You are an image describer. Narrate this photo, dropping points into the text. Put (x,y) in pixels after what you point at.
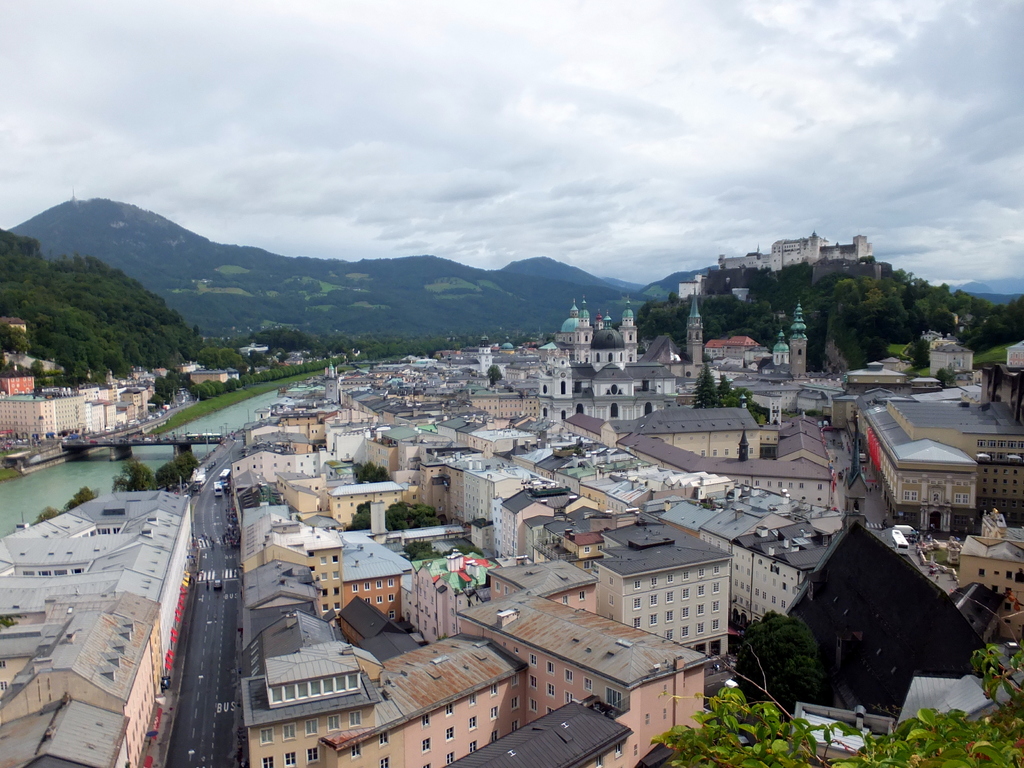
In this image, we can see so many houses (374,584), buildings (499,411), trees (941,748), water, bridge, roads (200,555) and vehicles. Background (58,354) we can see hills (420,331), trees (16,314) and cloudy sky (533,202).
